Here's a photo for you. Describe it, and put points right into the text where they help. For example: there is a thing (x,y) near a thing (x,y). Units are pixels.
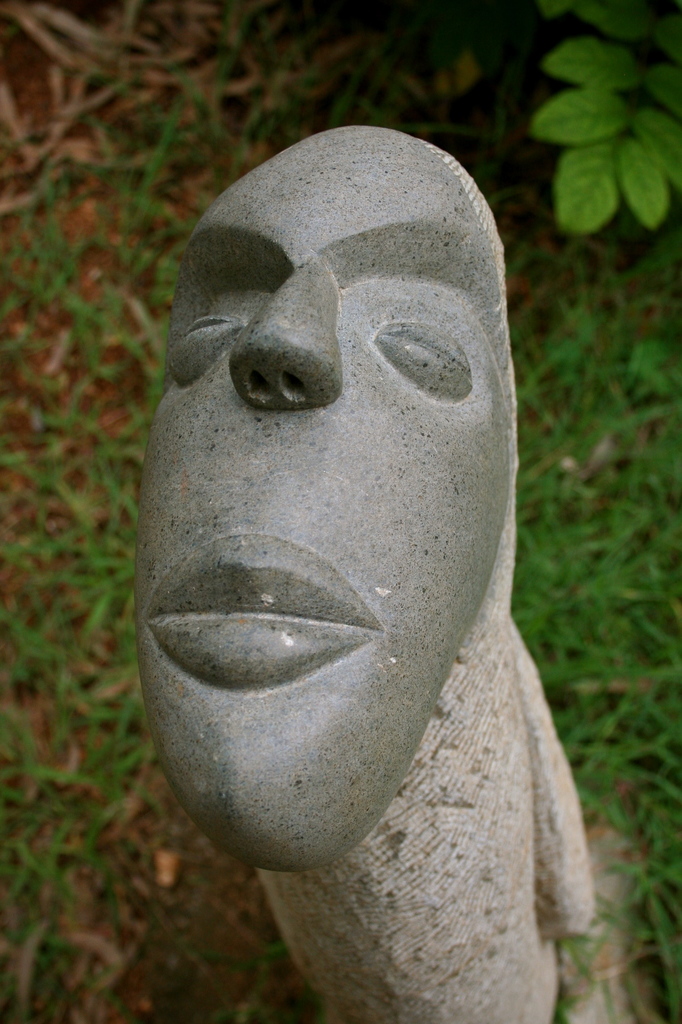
In this image there is a sculpture (372,702). Around the sculpture (355,725) there is grass (309,111) on the ground (189,133). In the top right (576,140) there are leaves (588,67) of a plant (618,112).
